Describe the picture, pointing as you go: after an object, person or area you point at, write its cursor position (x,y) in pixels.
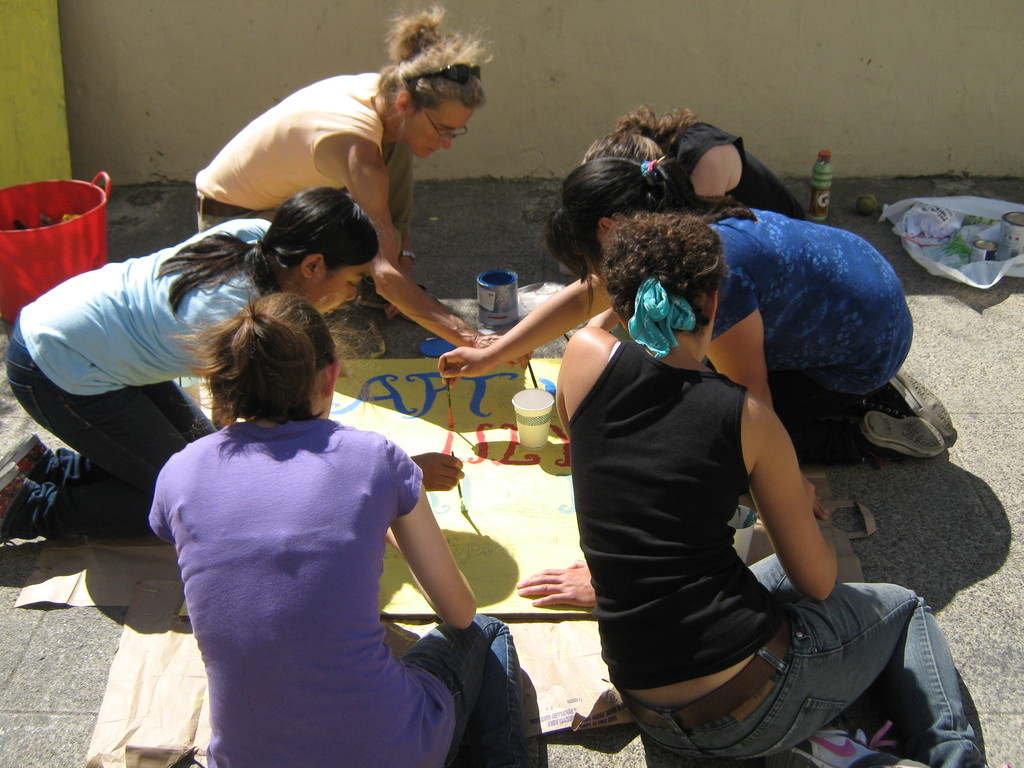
This picture seems to be clicked outside. In the center (671,471) we can see the group of persons (748,269) seems to be wearing t-shirts (279,659) and painting on a yellow color object (561,502) and we can see there are some objects (44,224) placed on the ground (872,182). In the background (603,76) we can see the wall (235,63).
